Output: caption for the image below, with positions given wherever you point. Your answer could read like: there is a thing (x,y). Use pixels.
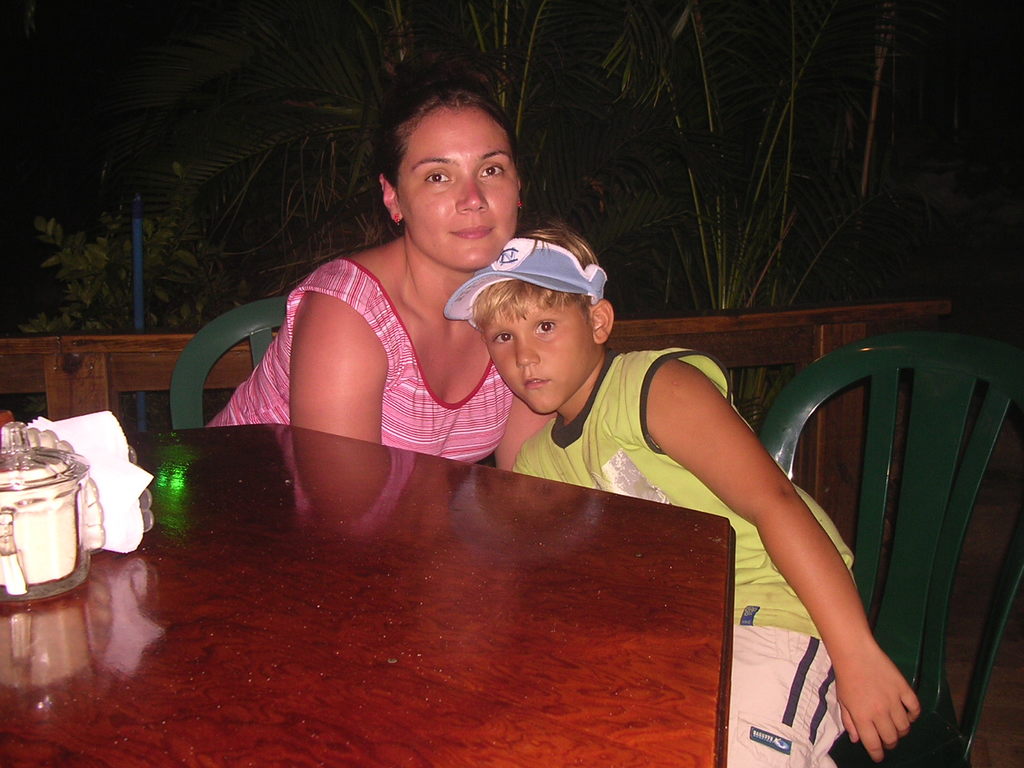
In the center of the image (592,475) there are two people (697,466) sitting on the chairs (202,404) before them there is a table (166,596). We can see jars (35,464) and napkins (106,511) placed on the table (440,646). In the background (799,360) there is a fence (787,331) and trees (269,168).
